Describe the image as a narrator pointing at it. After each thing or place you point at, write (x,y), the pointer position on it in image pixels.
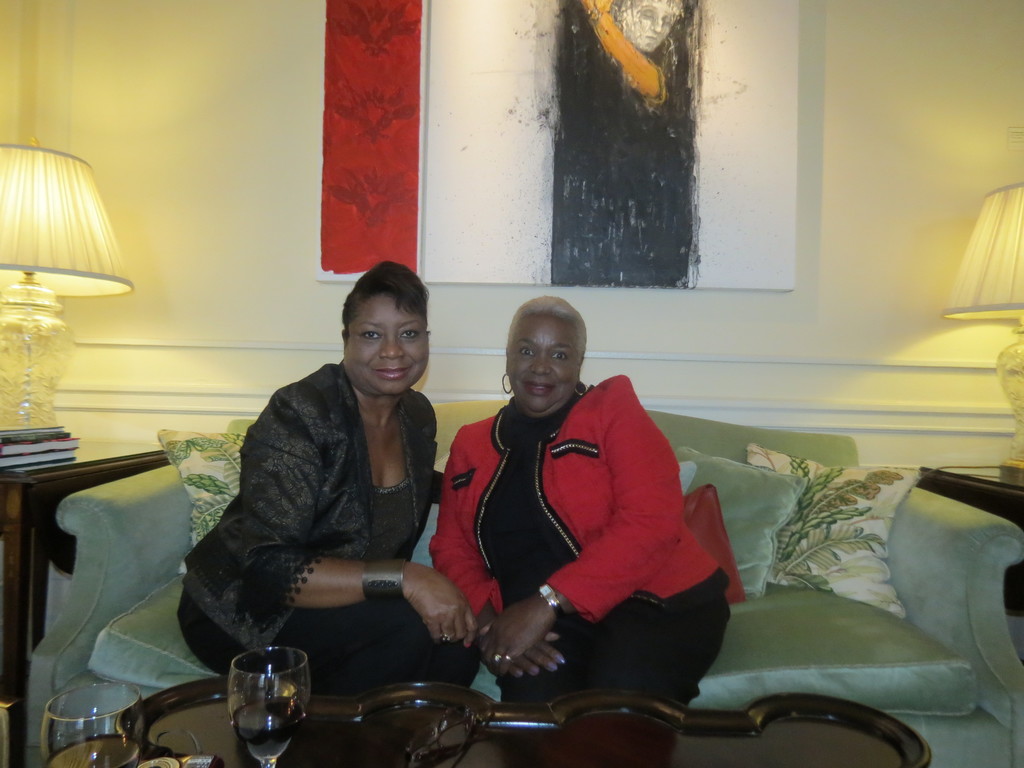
In the image there are two women (453,532) sitting on sofa (948,601) and in front of them there are two glasses (232,701) kept on a table (798,710) and there are lamps (1002,295) on the either side of the sofa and in the background (325,287) there is a wall (270,230), there is a frame (525,116) attached to the wall (57,100).
